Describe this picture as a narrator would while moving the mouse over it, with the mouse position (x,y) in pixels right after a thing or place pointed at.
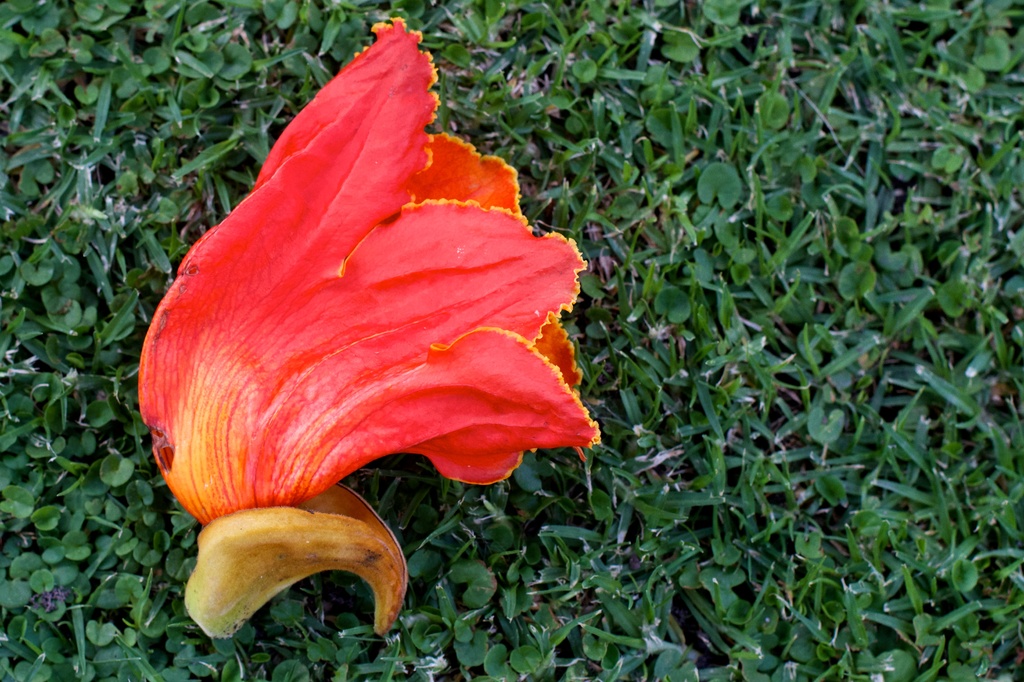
This picture shows grass (17,233) and we see red and yellow color flower (249,425).
